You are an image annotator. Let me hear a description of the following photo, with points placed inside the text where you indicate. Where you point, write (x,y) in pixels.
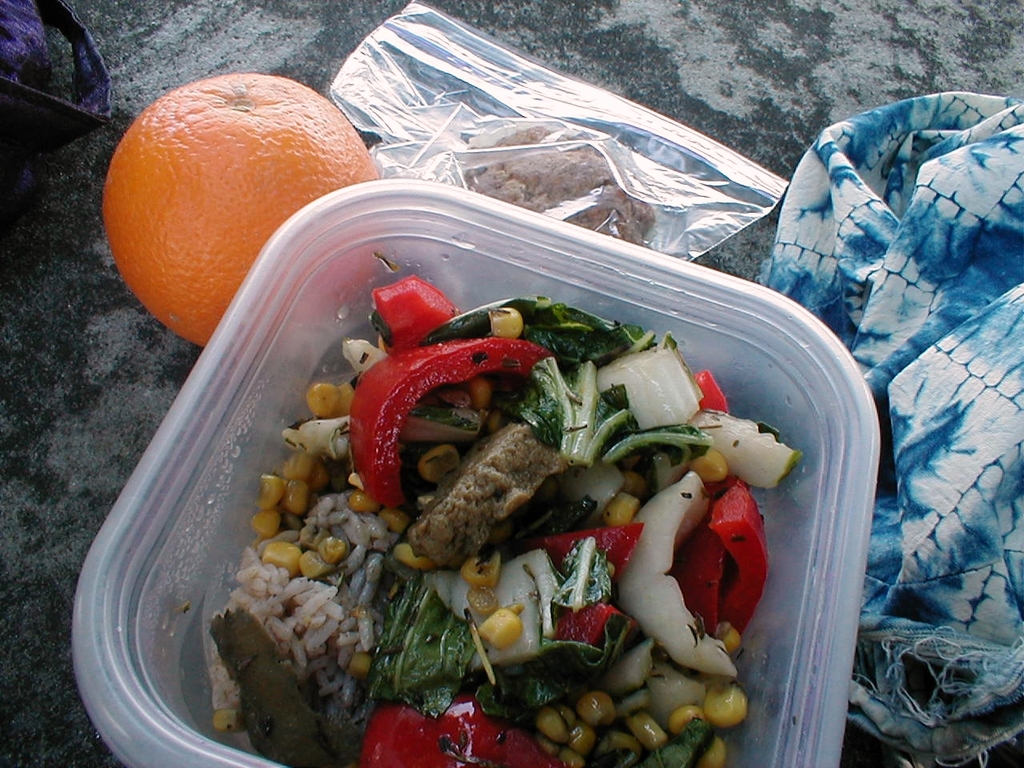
In this image I can see the bowl (523,260) with food (439,566). The food (439,566) is colorful. To the side I can see an orange (189,185), plastic cover (643,131), blue and white color cloth (941,352). These are on the grey color surface (597,62).
